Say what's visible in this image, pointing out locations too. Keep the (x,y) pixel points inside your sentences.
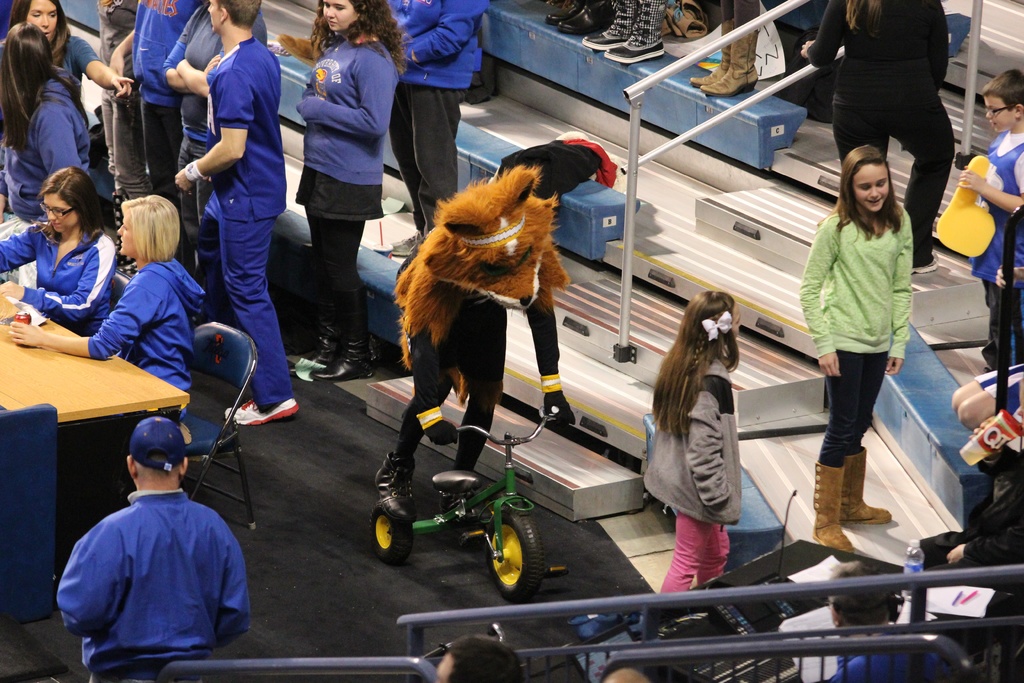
In this picture we can see people (391,23). Few people (857,366) are standing and few people (938,538) are sitting. We can see stairs (613,294), railings (625,280) and few objects (53,380). On the right side of the picture (951,564) we can see the legs (949,544) of people (937,559).
